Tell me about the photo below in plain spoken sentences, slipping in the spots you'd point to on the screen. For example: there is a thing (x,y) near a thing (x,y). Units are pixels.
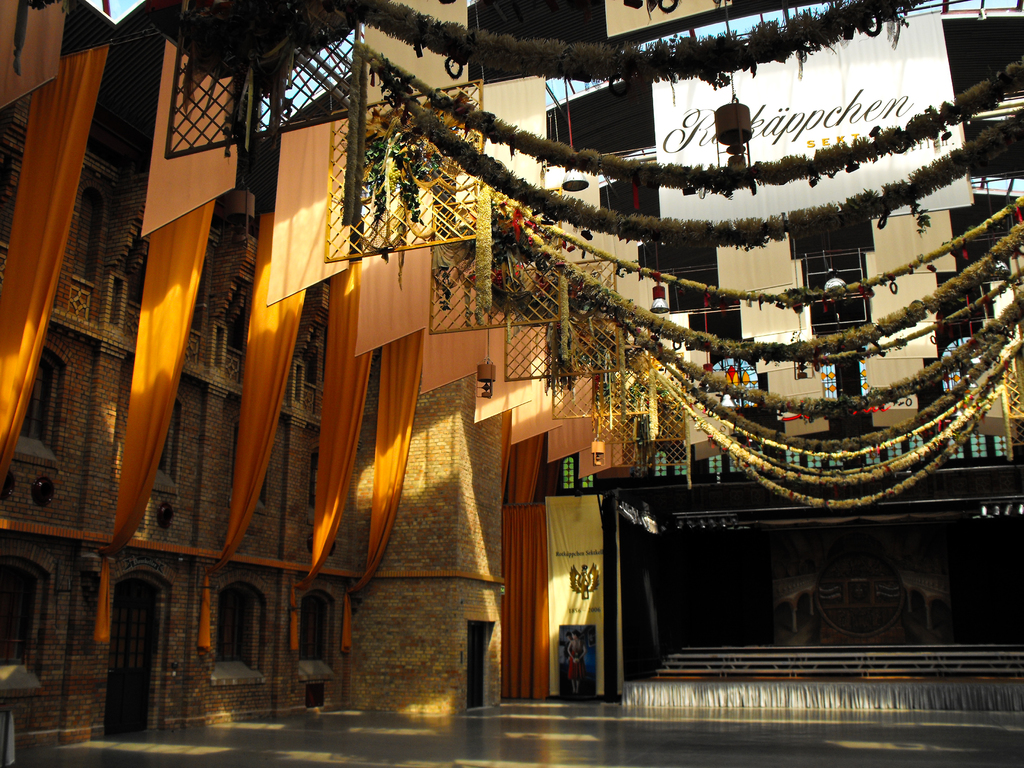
In this image there is a buildings (95,355) and a stage (762,688), also there is a decoration (302,202) with flower garlands (986,104) and some clothes (522,630).
